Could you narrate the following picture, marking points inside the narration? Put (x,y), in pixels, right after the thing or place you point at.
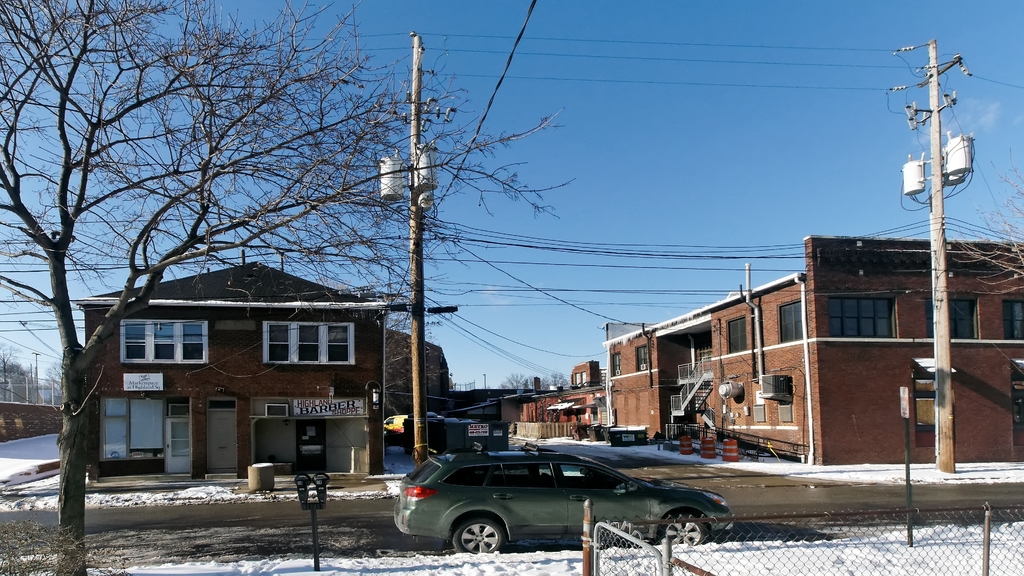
In this image the land (33,491) is covered with snow (709,555) and car (481,527) is moving on a road (800,500), in the background (295,474) there are houses (706,405), current poles (415,376) and the sky (463,290), on the left side (81,447) there is a tree (74,473), on the bottom right (958,545) there is fencing (669,559).
